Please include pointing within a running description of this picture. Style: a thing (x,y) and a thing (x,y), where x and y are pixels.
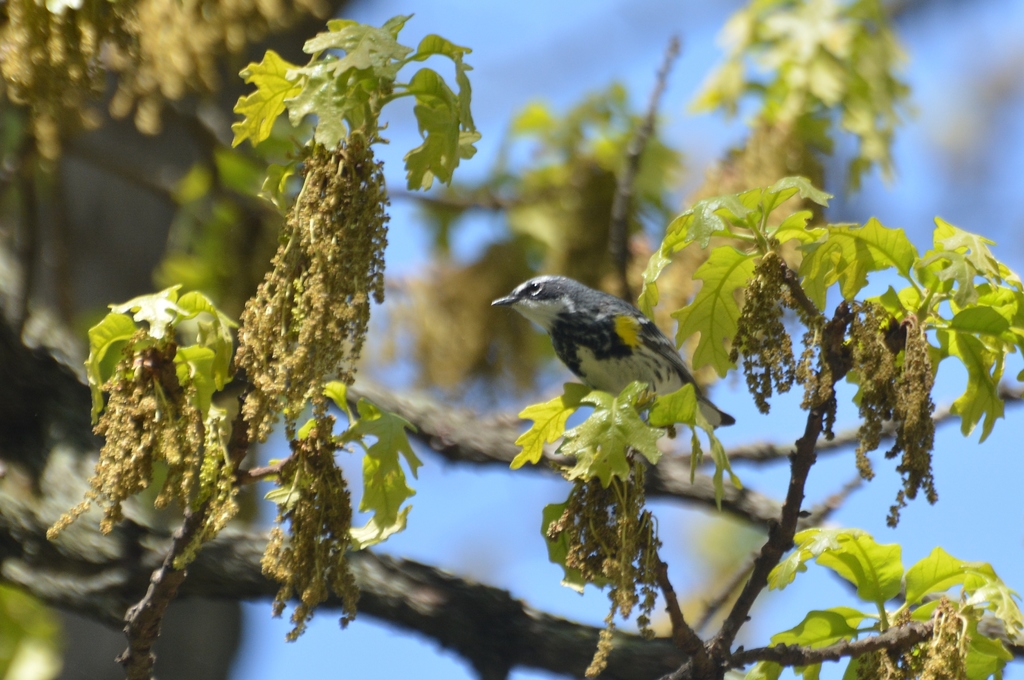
In this picture I can see the branches (57,391) and leaves (123,332) and I see a bird (544,320) in the center of this picture (571,333), which is of white and black in color and I see the blue color background (973,10).
